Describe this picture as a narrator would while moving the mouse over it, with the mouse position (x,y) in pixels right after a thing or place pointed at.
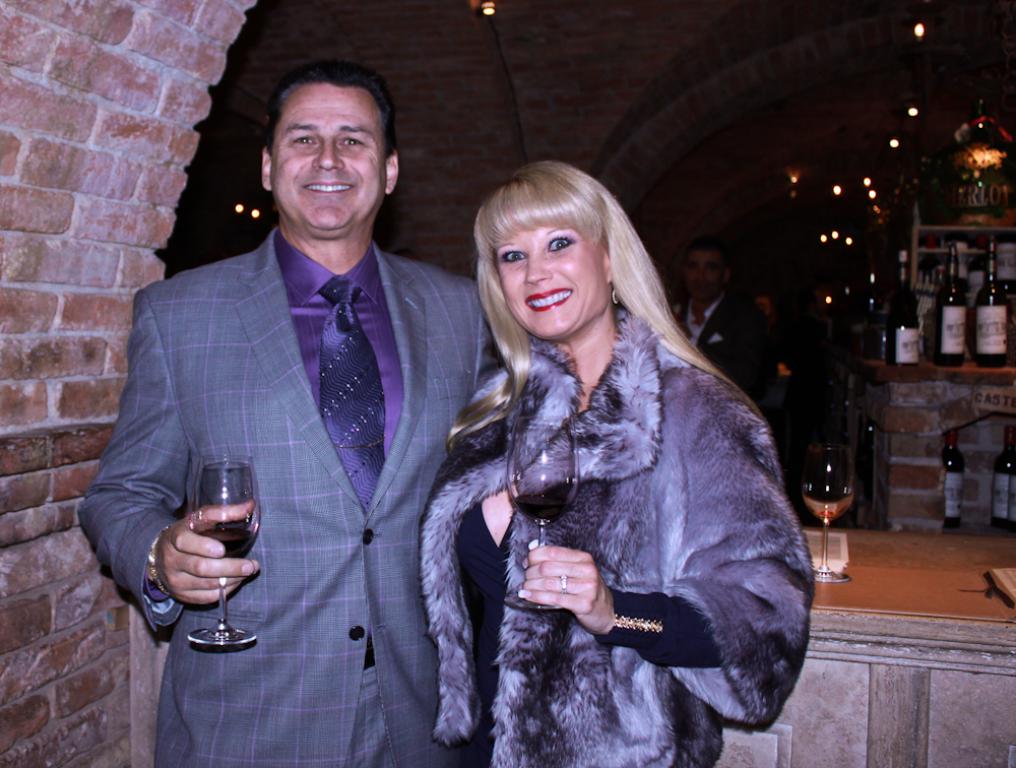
There is a man (460,368) and a woman (593,557) posing to a camera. They are smiling and holding glasses (556,485) with their hands (220,572). In the background (412,248) we can see lights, bottles (962,304), glass (828,569), rack (974,370), wall (681,125), and a person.
